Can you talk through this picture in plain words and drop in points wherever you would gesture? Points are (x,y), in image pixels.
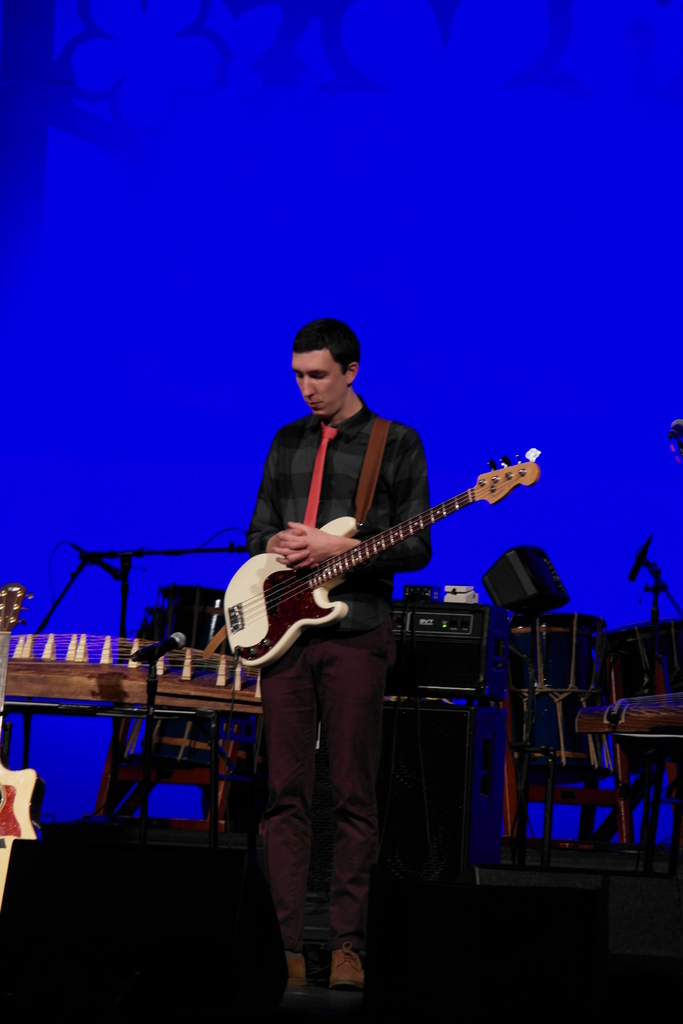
In the image, a man (302,478) is standing and holding the guitar (296,601), in the background there is a music system (398,635), there are also few other drums (580,733), there is a blue color light (226,174) behind it.
